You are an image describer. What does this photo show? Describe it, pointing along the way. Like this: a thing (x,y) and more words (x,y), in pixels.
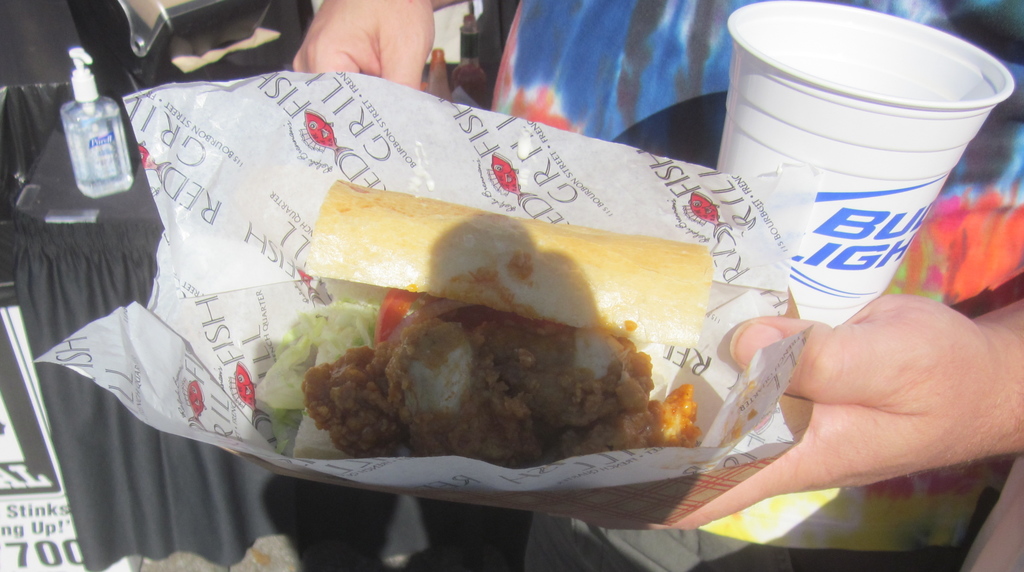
In this picture there is a person (704,522) standing and holding a cup (862,200) and cover (292,318) with food (289,363). We can see bottle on the table (195,479), board (124,568) and objects (468,35).
